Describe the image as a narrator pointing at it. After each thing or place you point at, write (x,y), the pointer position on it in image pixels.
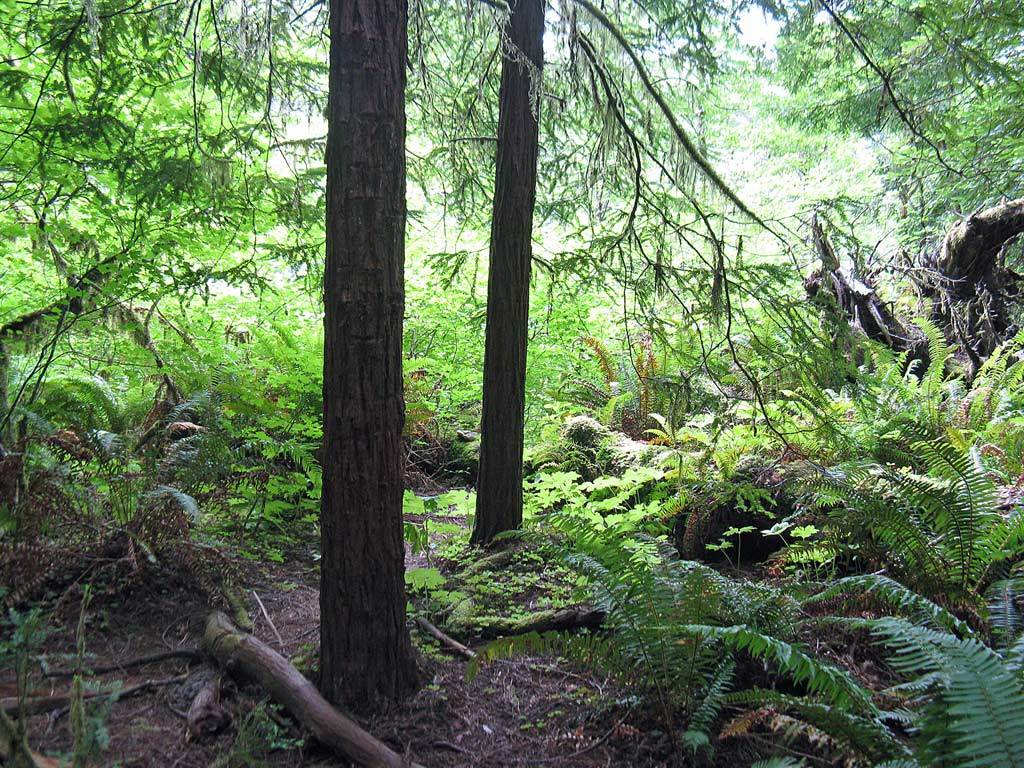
This is the picture of a forest (420,269). In this image there are trees (760,307). At the bottom (530,705) there is mud (435,700) and there are tree trunks (337,706) and branches (364,731).
